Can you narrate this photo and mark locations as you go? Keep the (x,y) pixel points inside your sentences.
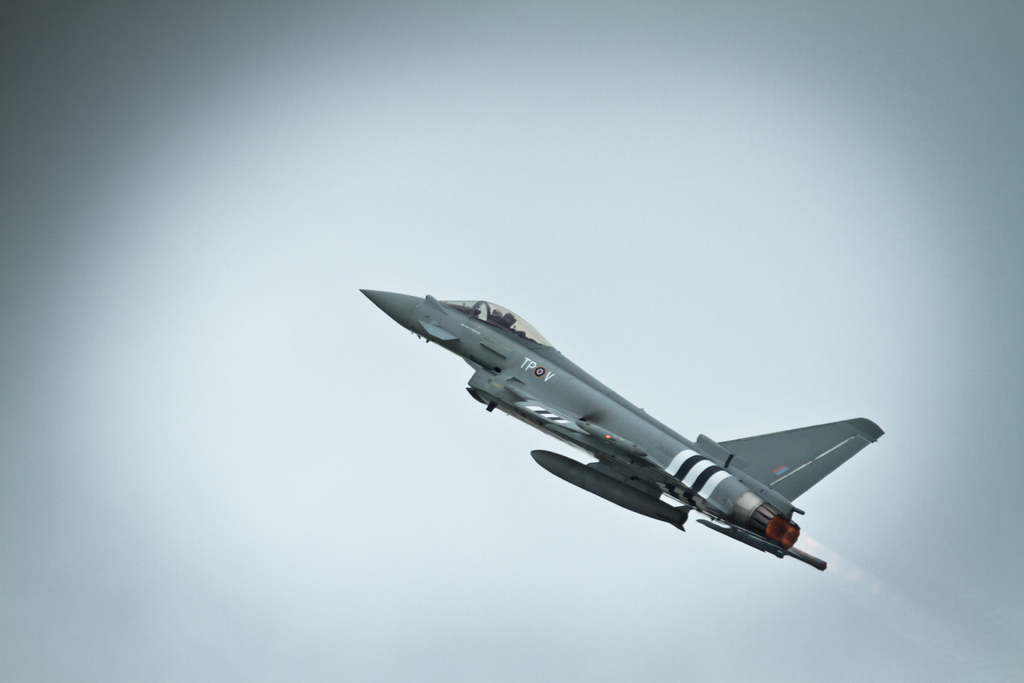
In the center of the image (418,337) there is a aircraft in the sky (415,366).
